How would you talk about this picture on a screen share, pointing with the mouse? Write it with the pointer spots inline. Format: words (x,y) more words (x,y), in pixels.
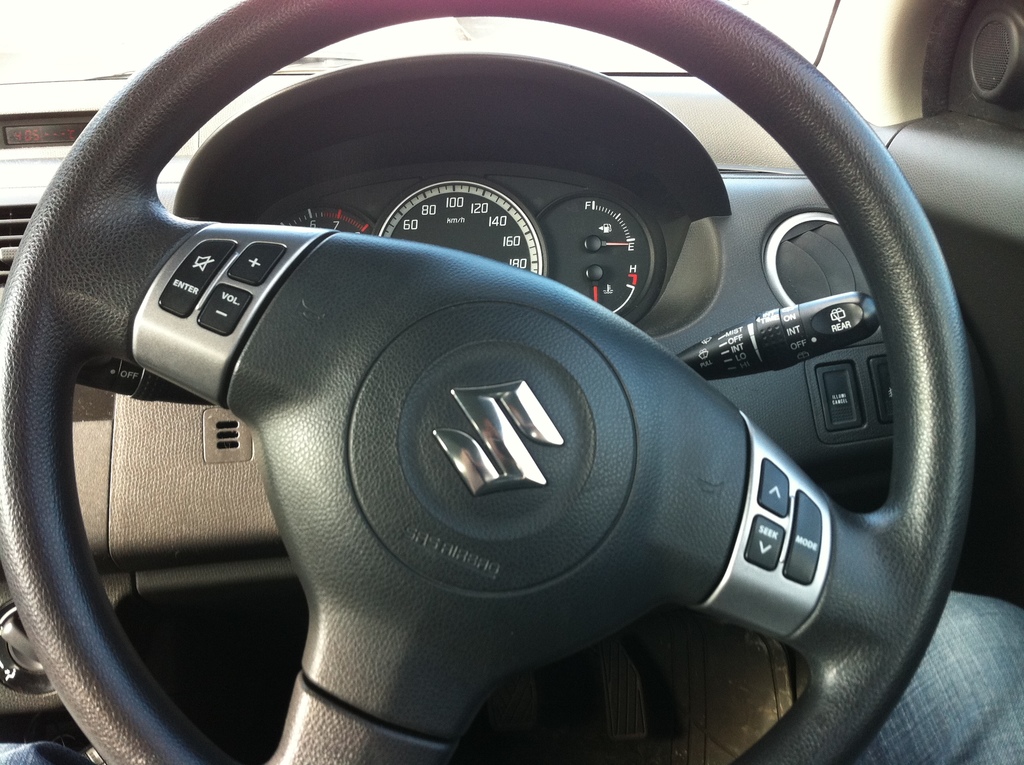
In this image I can see, it is the steering (540,444) of a car (576,440) and there is the speedometer (505,215) and other control buttons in this image.
